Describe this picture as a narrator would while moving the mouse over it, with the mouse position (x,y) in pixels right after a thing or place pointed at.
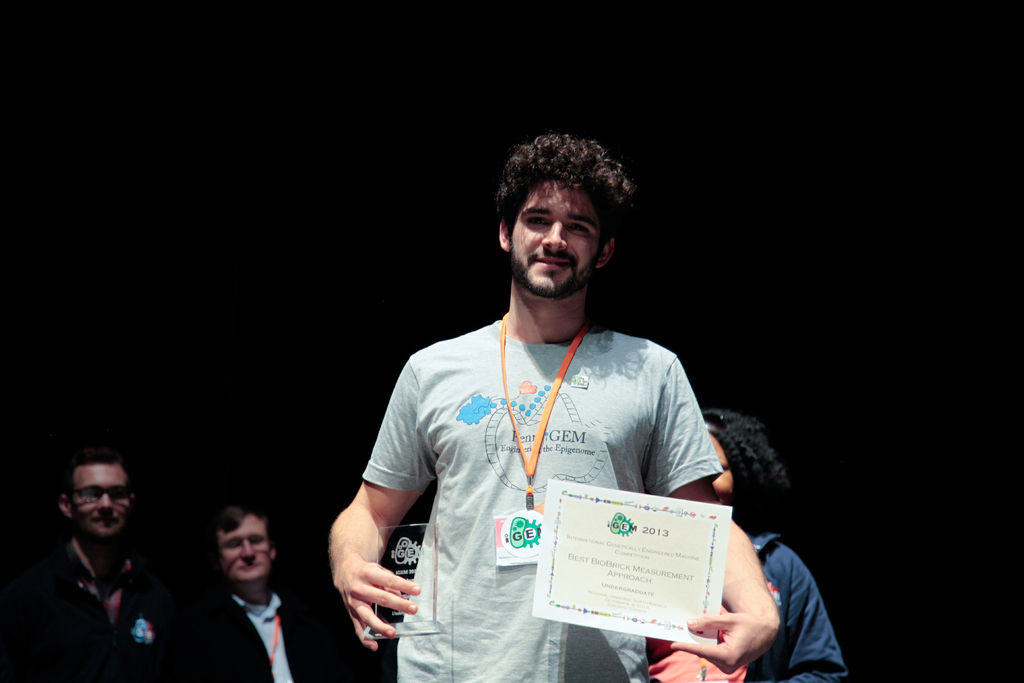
In this image, we can see a person (549,431) is holding a shield (408,571) and card (551,554). He is watching and smiling. Background (56,394) we can see dark view and people (330,671).
